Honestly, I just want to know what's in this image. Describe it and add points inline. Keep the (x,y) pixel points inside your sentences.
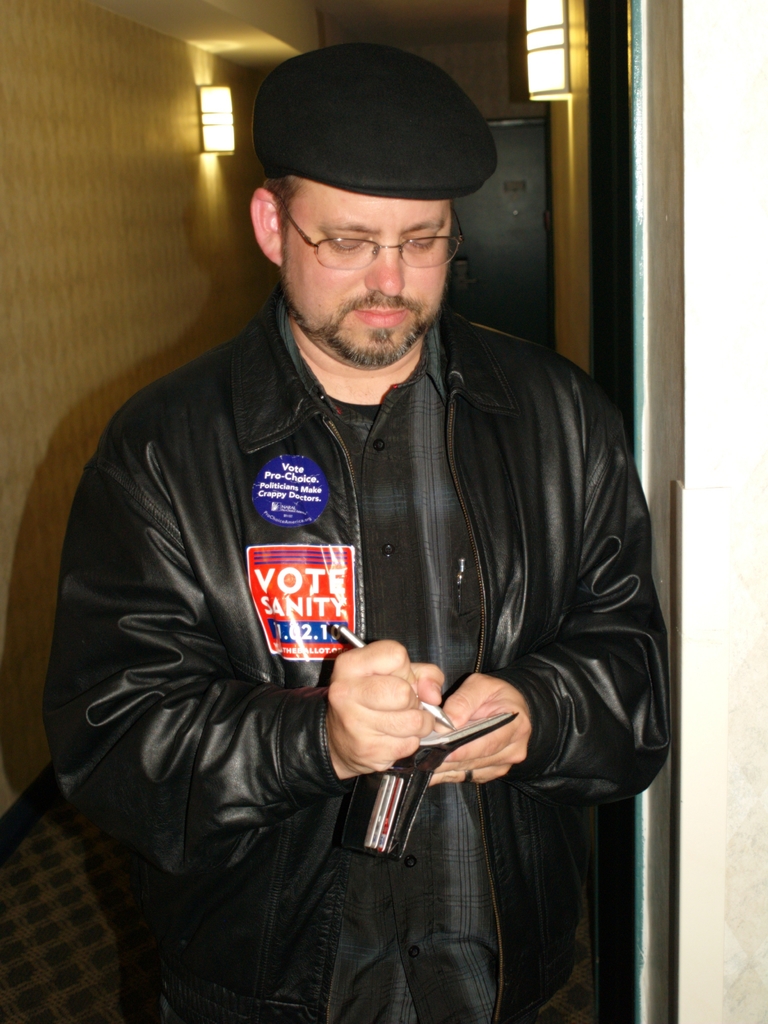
In this image we can see a person (505,701). A person (612,605) is writing on some object (403,808). There is an object (493,256) behind a person (604,720). There are two lamps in the image.
